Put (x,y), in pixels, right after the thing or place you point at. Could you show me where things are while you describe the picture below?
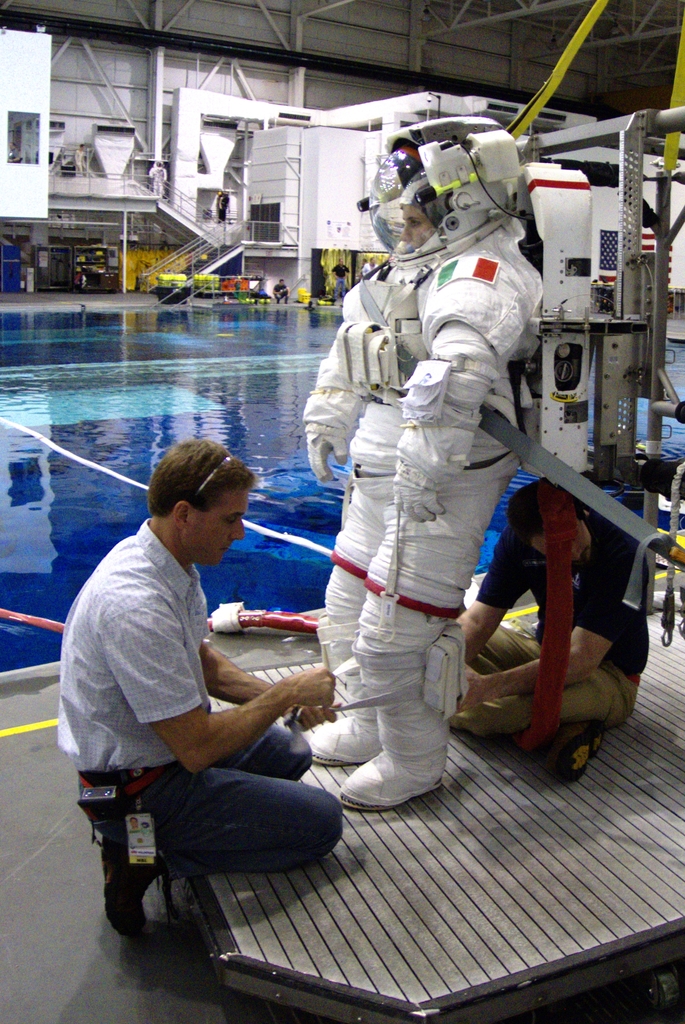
In this image I can see three people (468,702) and I can see two people (279,775) with different color dresses (269,781) and one person (420,547) with the space suit (380,538). To the side of these people (365,539) I can see the water (126,396). In the background (180,286) I can see few more people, stairs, railing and few objects (99,272). I can see these people (386,431) are in the shed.
